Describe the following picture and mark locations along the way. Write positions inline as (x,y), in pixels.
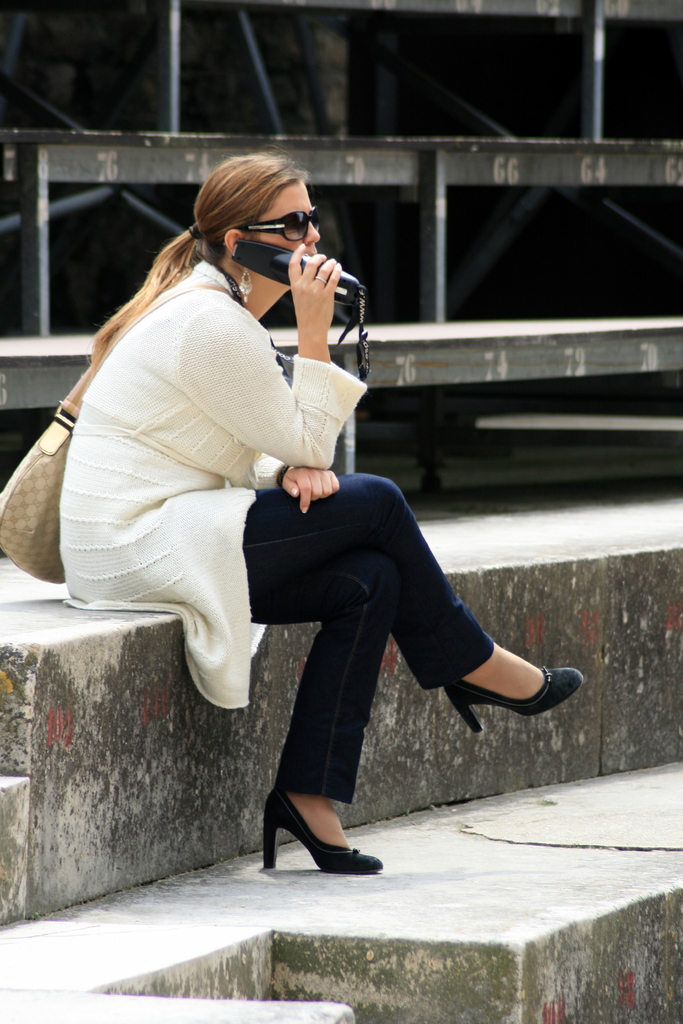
In this picture there is a woman (366,486) sitting and holding the device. At the back (531,345) there are rods (173,125) and there are numbers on the rods (497,348). At the bottom (541,843) there is a staircase (566,855).
